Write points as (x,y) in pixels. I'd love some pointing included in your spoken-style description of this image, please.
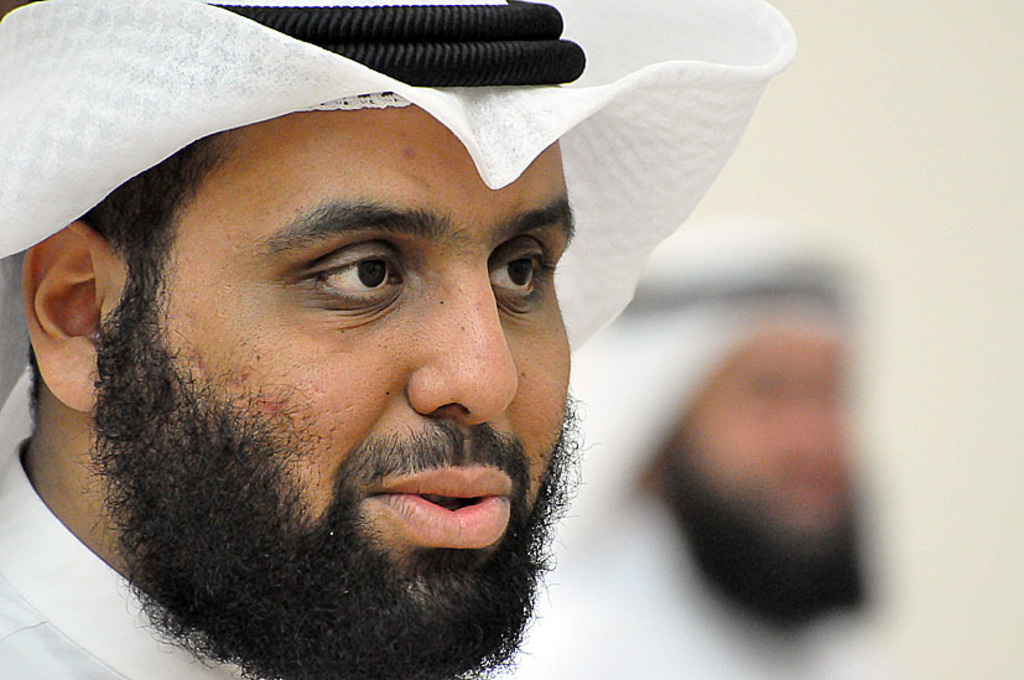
To the left side of the image (33,574) there is a man (65,539) in white dress (105,647). He is having beard (195,483). On his head (126,399) there is a white cloth (290,47) and black rings (441,46). To the right side of the image (742,411) there is a blur image with a person (791,314).
